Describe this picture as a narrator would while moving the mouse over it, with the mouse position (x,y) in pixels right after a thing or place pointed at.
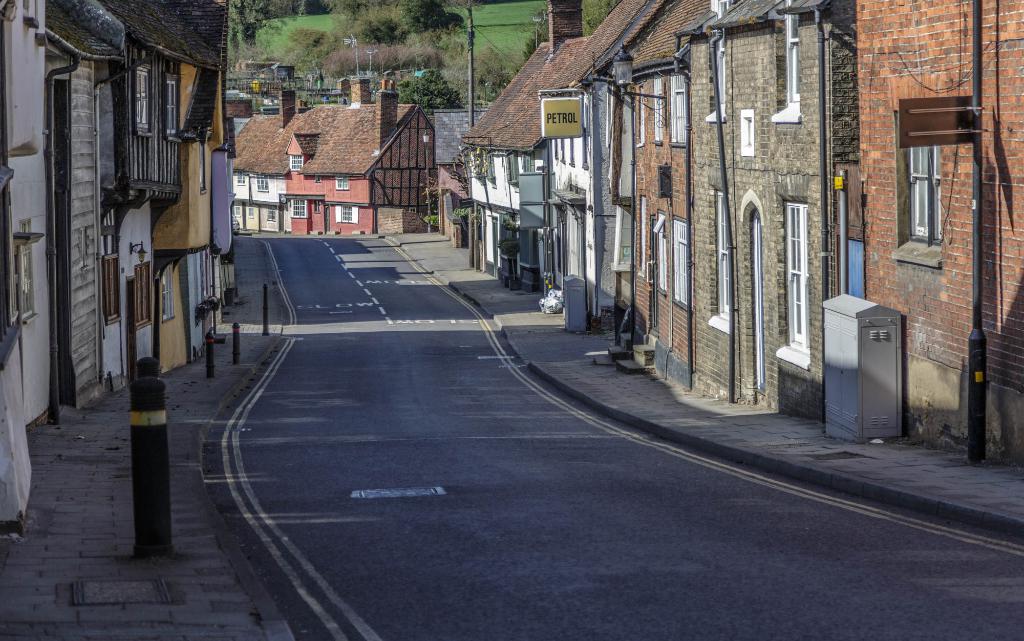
In the center of the image (405,279) there is a road (629,538). On both right and left side of the image (46,215) there are buildings (741,193), poles (154,372), electrical boxes (841,373), street lights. In the background of the image (442,28) there are trees (392,9).
